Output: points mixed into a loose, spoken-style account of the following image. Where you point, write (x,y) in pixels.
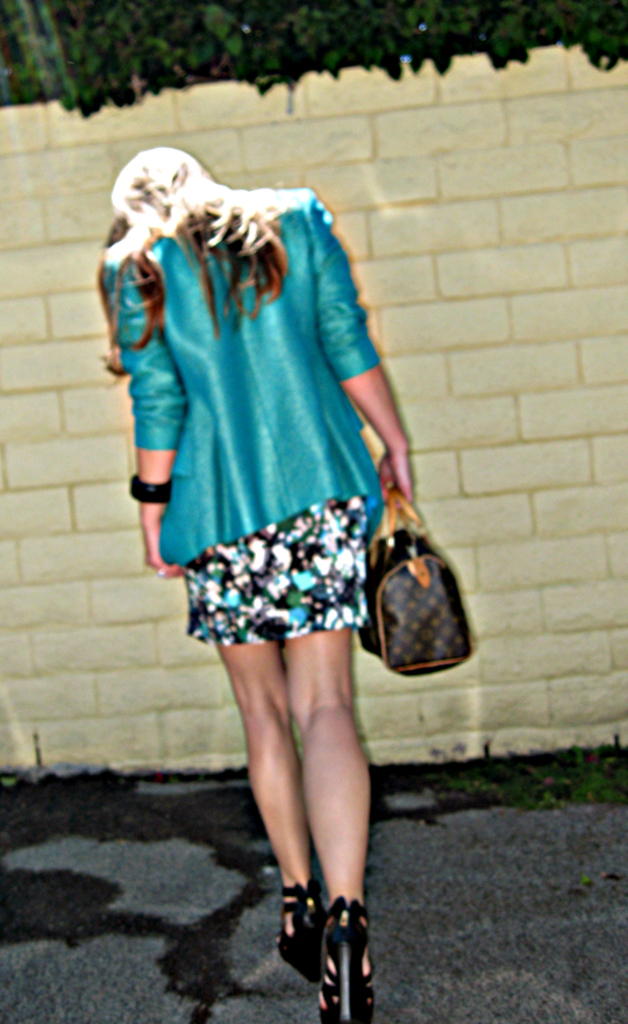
This picture is clicked outside. In the center (355,345) there is a person (280,329) wearing blue color jacket (266,459), holding a bag (405,598) and walking on the ground (423,895). In the background (477,250) we can see a brick wall (530,246) and the trees (285,60).
